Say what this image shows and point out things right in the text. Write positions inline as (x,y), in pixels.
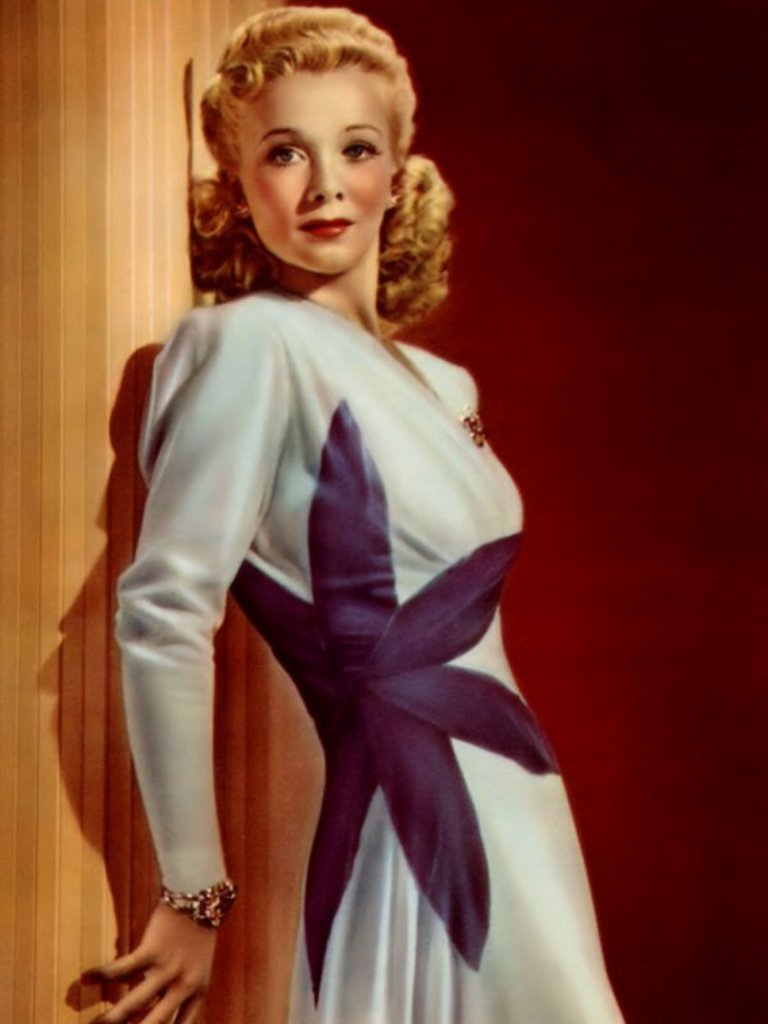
In this image I can see the person (415,749) with the dress (415,749). To the left (105,560) I can see the brown color pillar (80,609). I can see the black and maroon color background (754,35).
